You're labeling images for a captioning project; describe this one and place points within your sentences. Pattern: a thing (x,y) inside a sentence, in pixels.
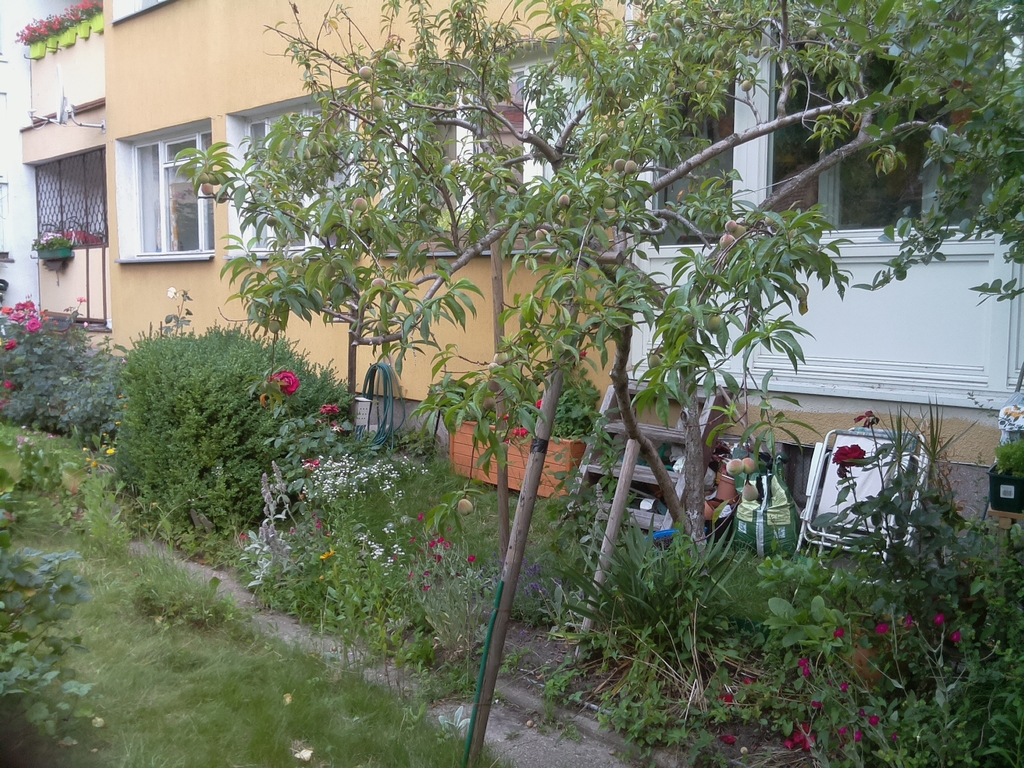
This is grass (187,597). Here we can see plants (966,720), flowers (50,30), and trees (662,39). In the background (72,252) we can see a building (154,226) and windows (154,190).
